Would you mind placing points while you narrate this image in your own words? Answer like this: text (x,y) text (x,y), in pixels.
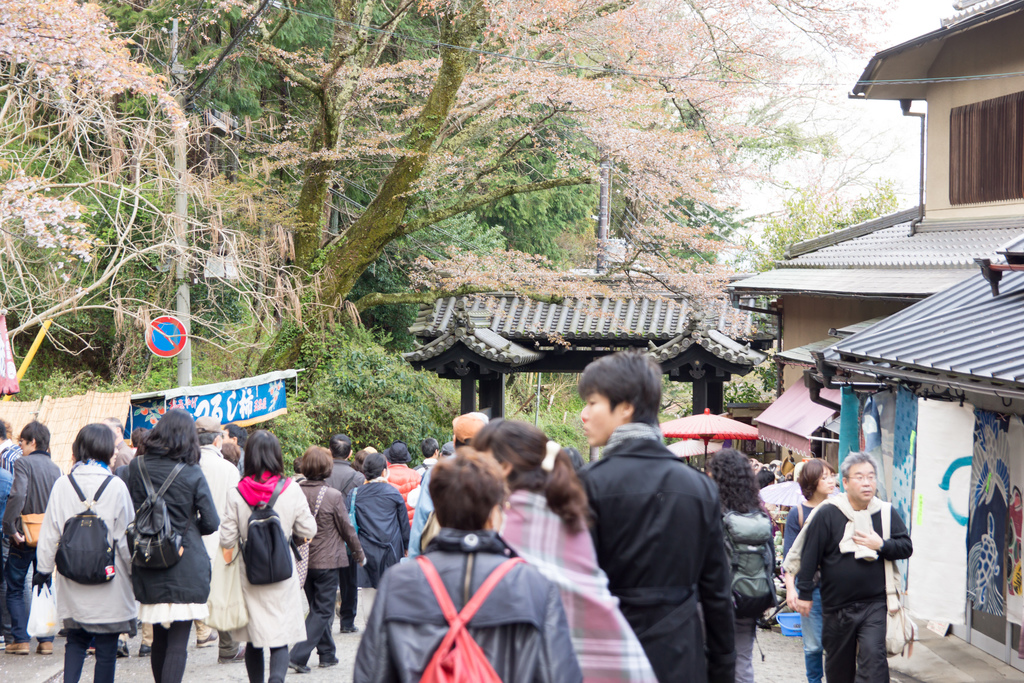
This picture is clicked outside the city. At the bottom of the picture (359,476), we see people (391,554) walking on the road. Most of them are wearing backpacks (268,560). On the right side (1012,367), we see buildings (807,363) and people (730,487) are holding umbrellas (706,447) in their hands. In the middle of the picture (536,340), we see the arch (536,330). On the left side (186,375), we see a pole (184,385) and a blue color board (218,394) with some text (213,403) written on it. In the background (402,168), there are trees (315,167).
